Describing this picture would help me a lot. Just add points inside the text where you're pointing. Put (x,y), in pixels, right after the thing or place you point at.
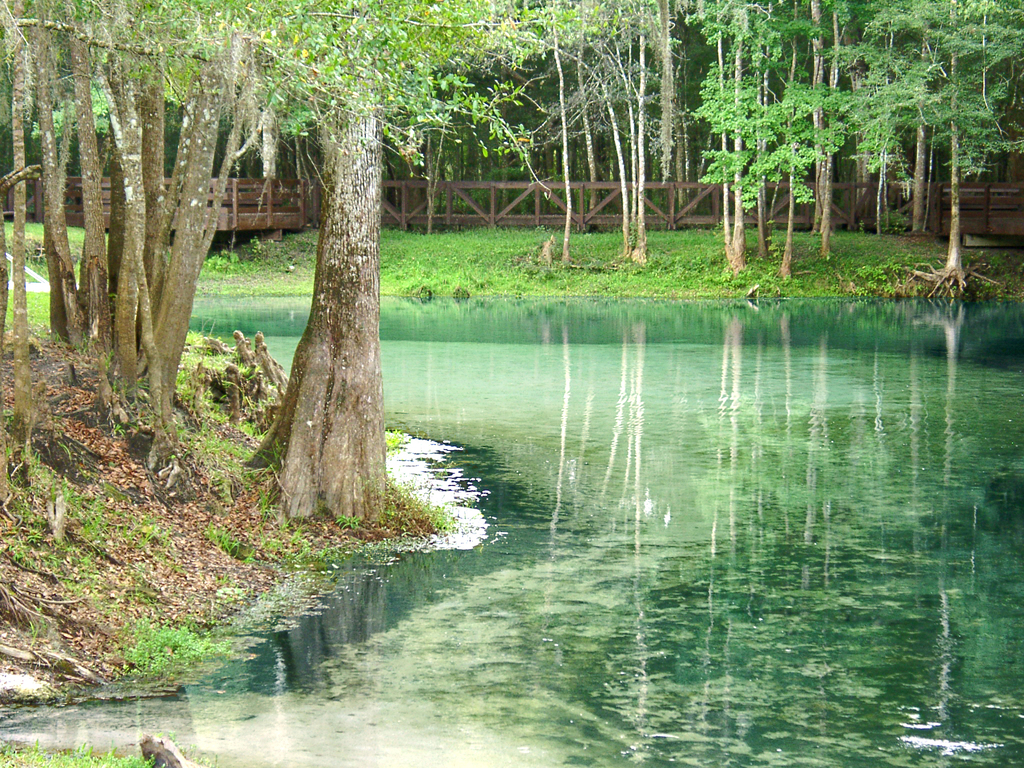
In this picture we can see water (845,485), grass (813,293), fence (225,208), and trees (481,137).
